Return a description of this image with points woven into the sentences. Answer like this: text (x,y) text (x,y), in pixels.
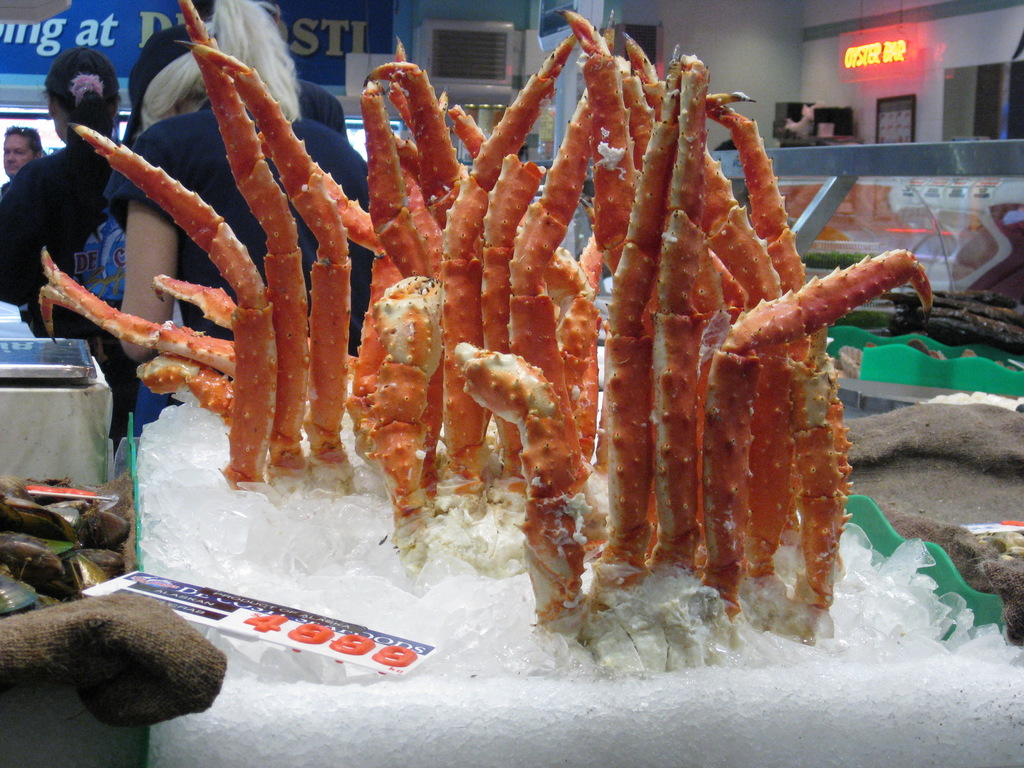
In the center of the image (672,475) we can see crabs (408,478) placed in the ice (514,624). On the left (297,644) there are boards (207,607) and a table (69,467). In the background (51,202) there are people (204,131) standing and there is a wall (805,47).
